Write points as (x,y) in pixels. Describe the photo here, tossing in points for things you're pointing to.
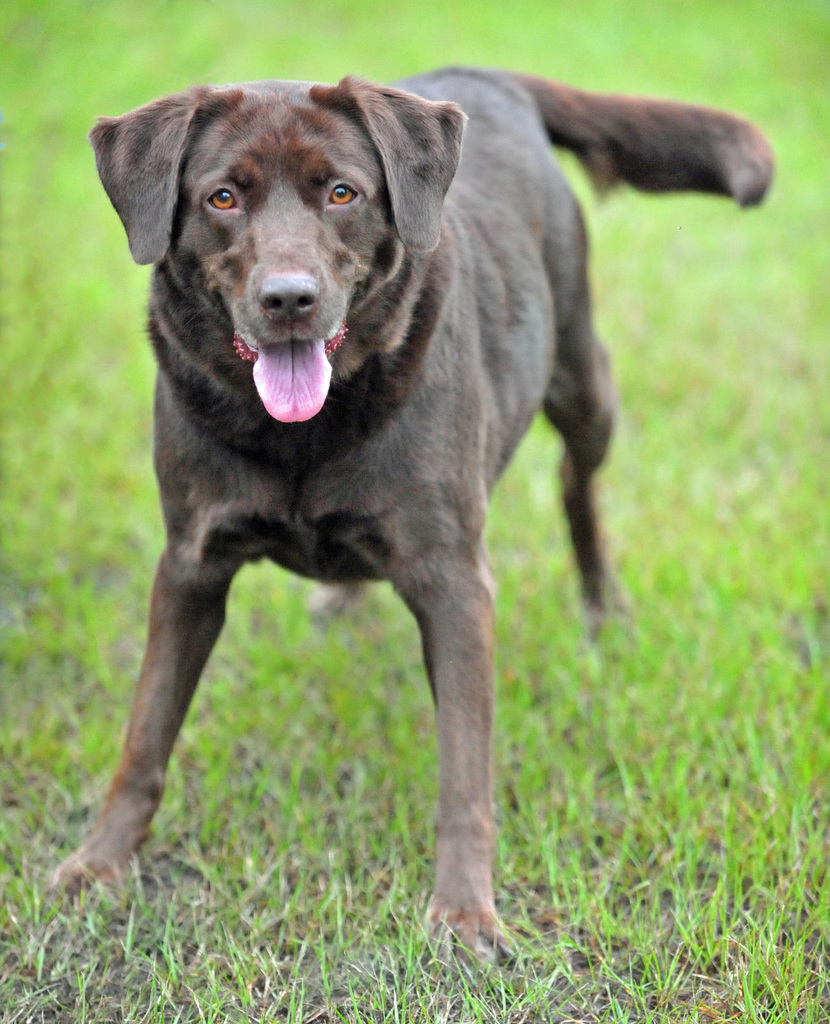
In this picture there is a dog (263,354) in the center of the image (287,355) on the grassland (256,895).
